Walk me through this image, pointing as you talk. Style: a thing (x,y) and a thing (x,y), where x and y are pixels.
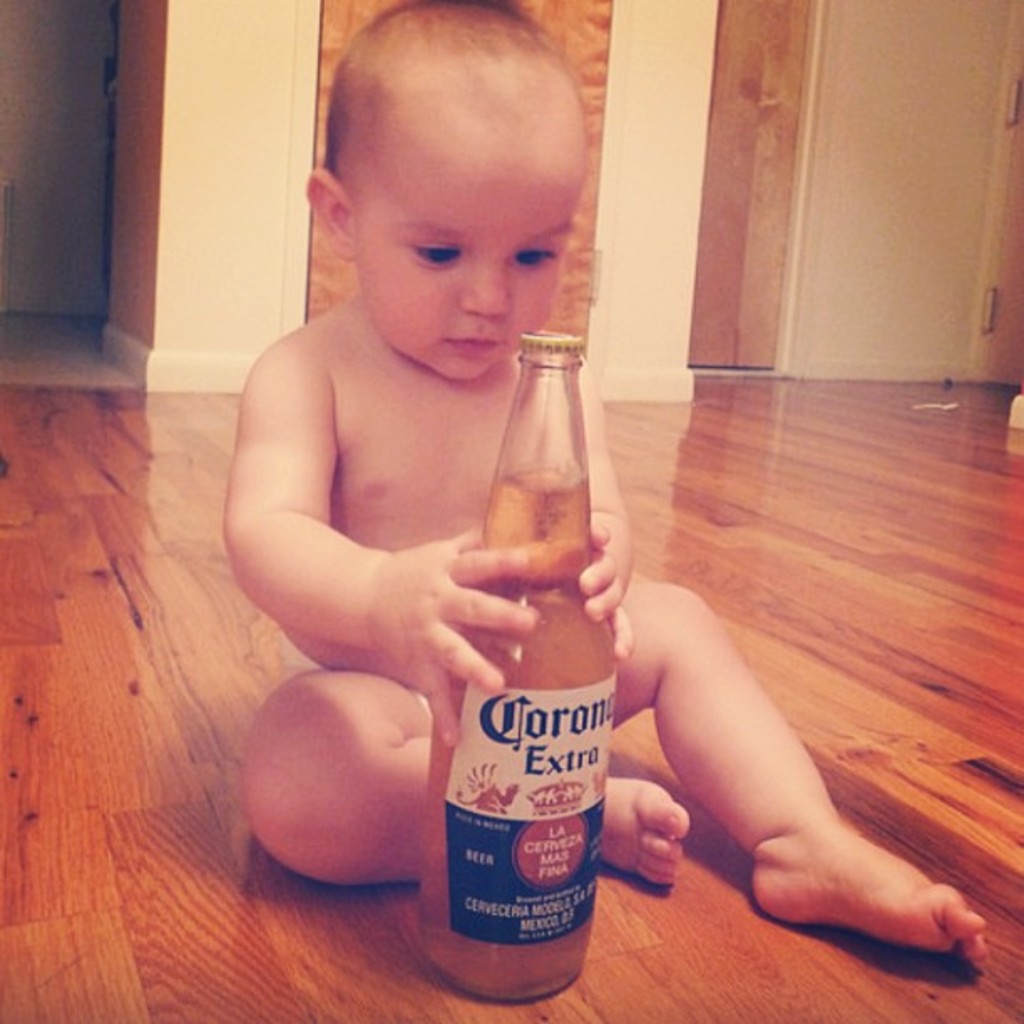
There is one kid (463,606) sitting on the floor (30,574) and holding a bottle (536,586) as we can see in the middle of this image (538,446). There is a wall (698,138) in the background (269,76).
